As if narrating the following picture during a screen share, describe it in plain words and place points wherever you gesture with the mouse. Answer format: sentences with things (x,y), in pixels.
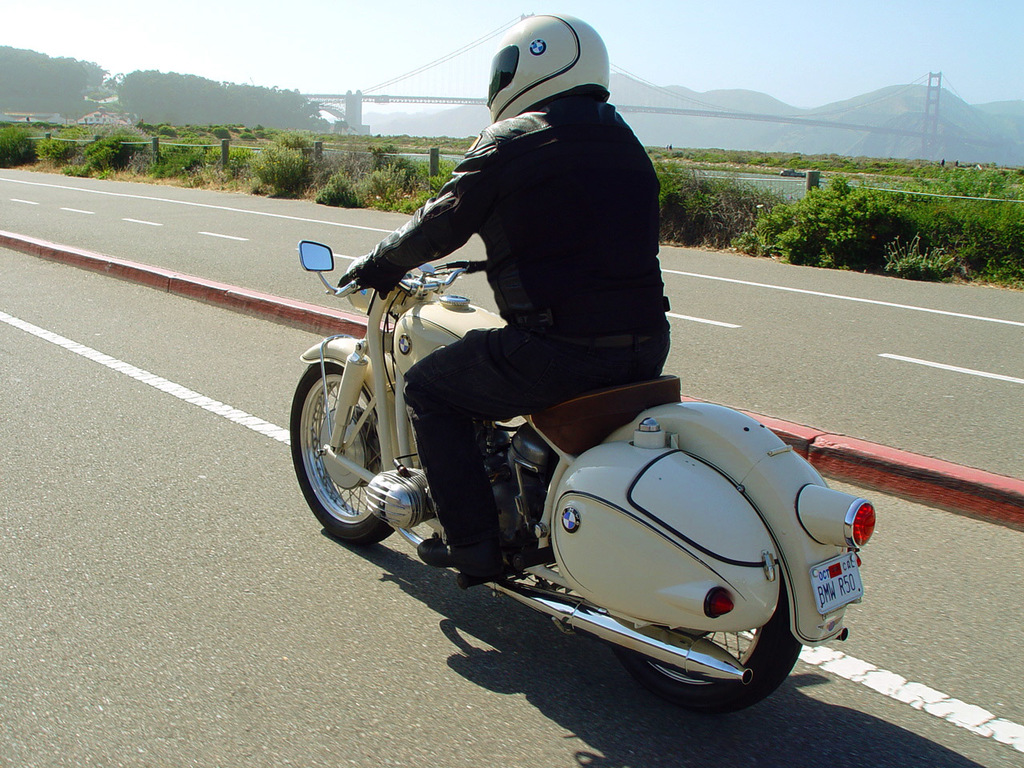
In this picture outside of the city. He is riding a motorcycle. He is wearing a black jacket (603,249). He is wearing a helmet (508,42). We can see in background (387,100) sky (809,46), tree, mountain (749,138) and bridge (885,127).
